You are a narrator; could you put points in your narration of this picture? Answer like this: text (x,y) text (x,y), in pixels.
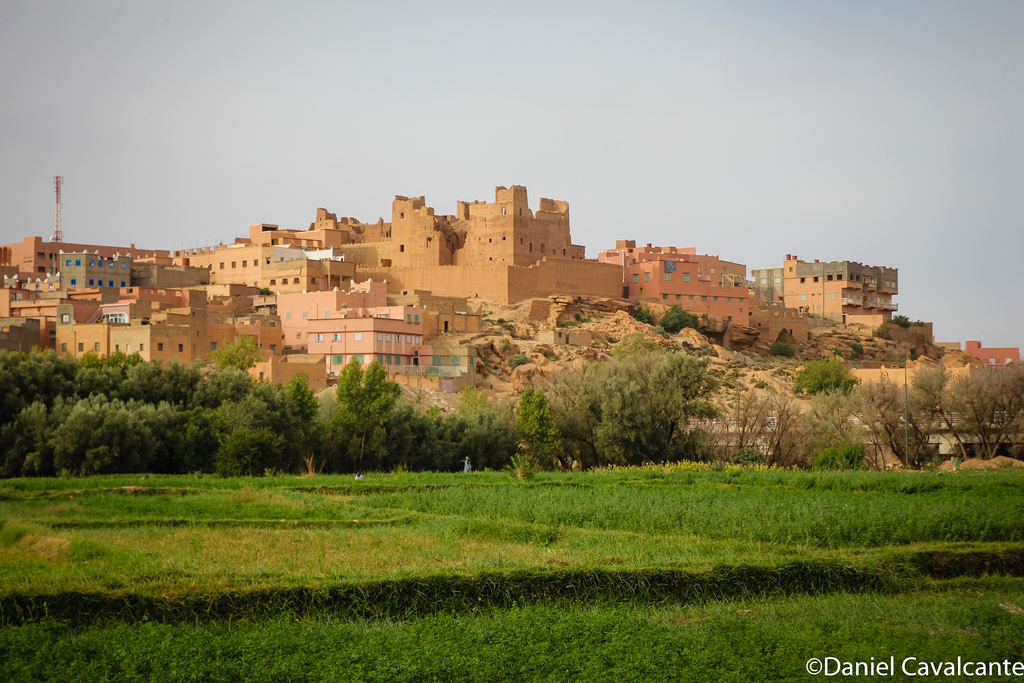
In this image I can see some grass (556,582), few persons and few trees (343,374). In the background (642,298) I can see few buildings (341,310) which are pink and brown in color, a tower (55,233) which is red and white in color and the sky (455,146).
